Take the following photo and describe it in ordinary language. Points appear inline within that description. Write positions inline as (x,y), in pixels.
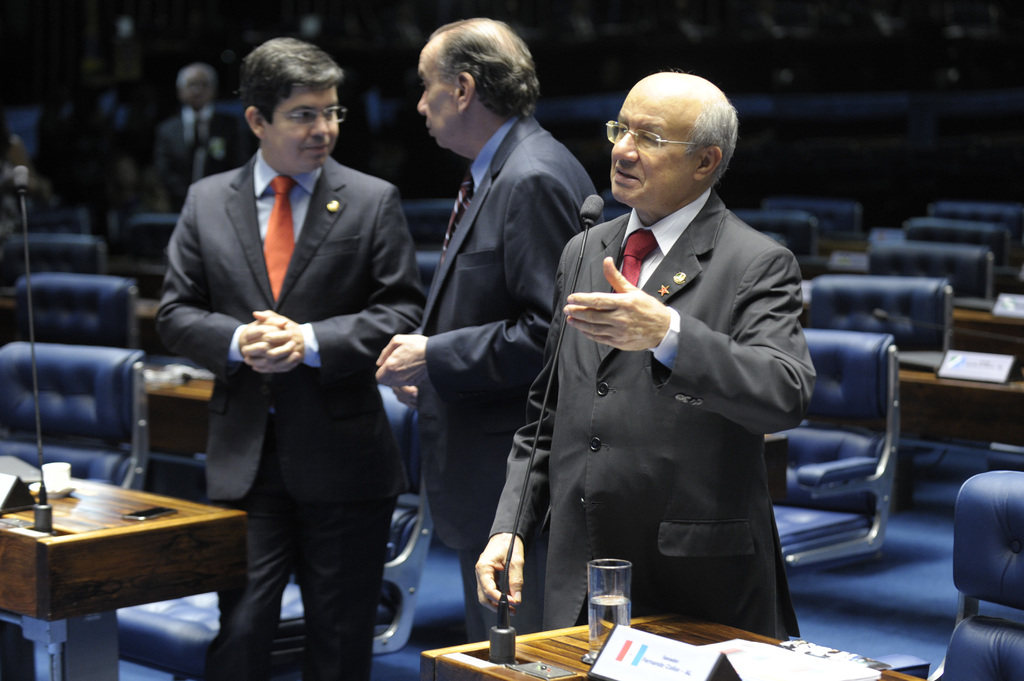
In this image I see 3 men (212,206) who are standing and this man (683,99) is in front of a mic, I can also see there are lot of chairs (50,435) and tables (446,671) on which there are few things (461,658) on it. In the background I see few people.
